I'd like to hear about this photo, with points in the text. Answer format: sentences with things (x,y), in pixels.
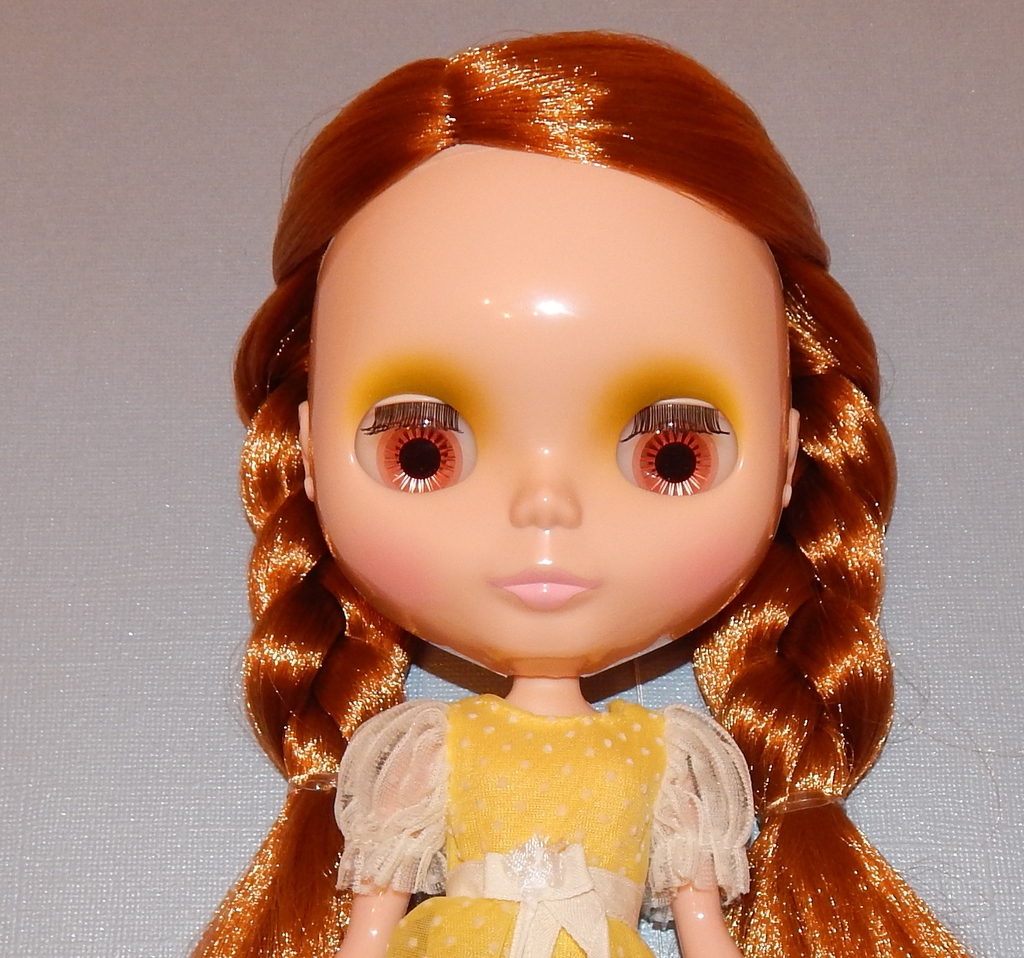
In this image we can see a doll (723,802) placed on the surface (162,564).
